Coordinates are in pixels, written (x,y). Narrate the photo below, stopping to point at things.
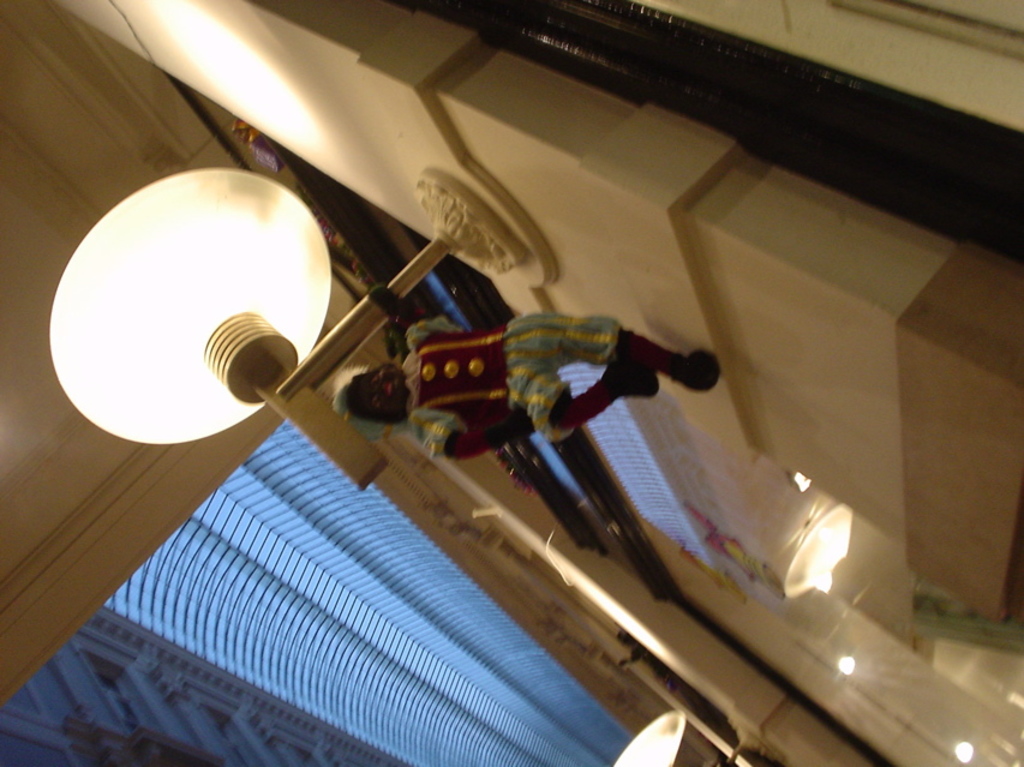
We can see a doll (377,304) hanging on rod (349,332) and we can see light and wall (601,222). In the background (676,516) we can see lights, windows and roof top (218,654).
